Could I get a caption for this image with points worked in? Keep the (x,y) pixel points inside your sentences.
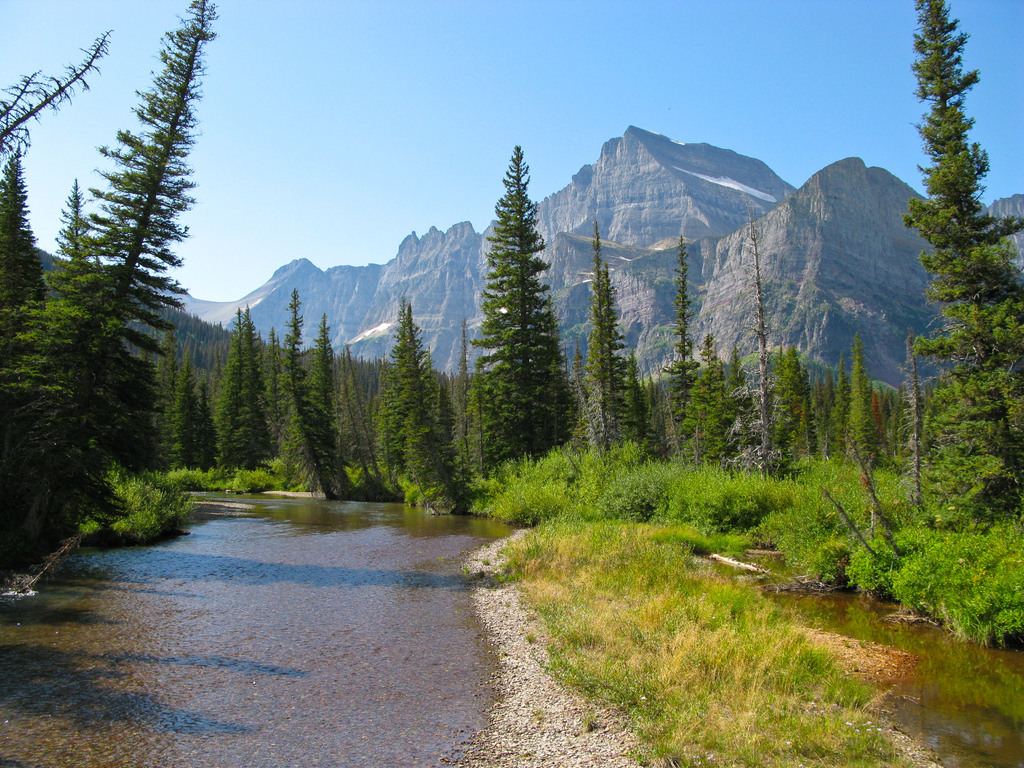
In this picture we can see grass (568,621) and water (445,661) and in the background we can see trees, mountains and the sky (991,141).
